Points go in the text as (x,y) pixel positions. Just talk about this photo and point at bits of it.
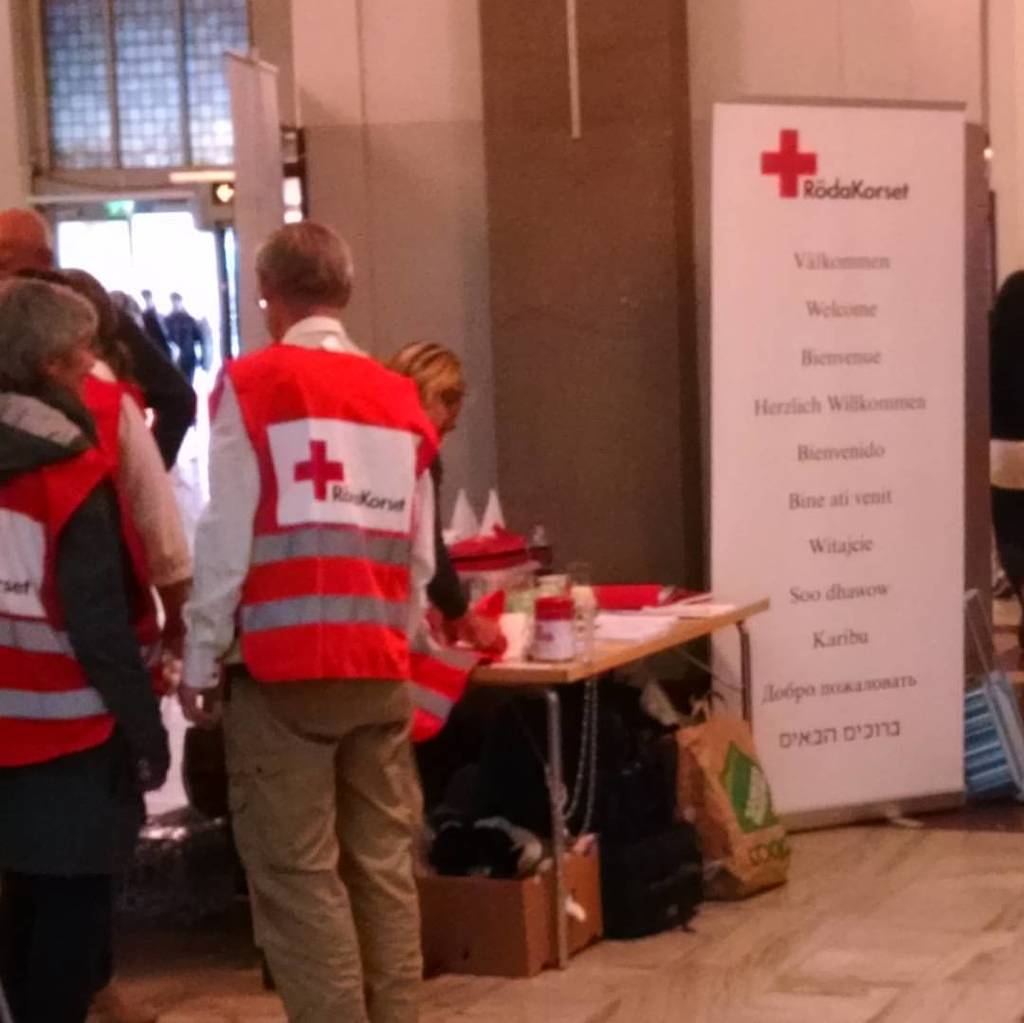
This is a table (675,627) where a medical equipment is kept on it. There is a group of people (48,616) who are standing.
